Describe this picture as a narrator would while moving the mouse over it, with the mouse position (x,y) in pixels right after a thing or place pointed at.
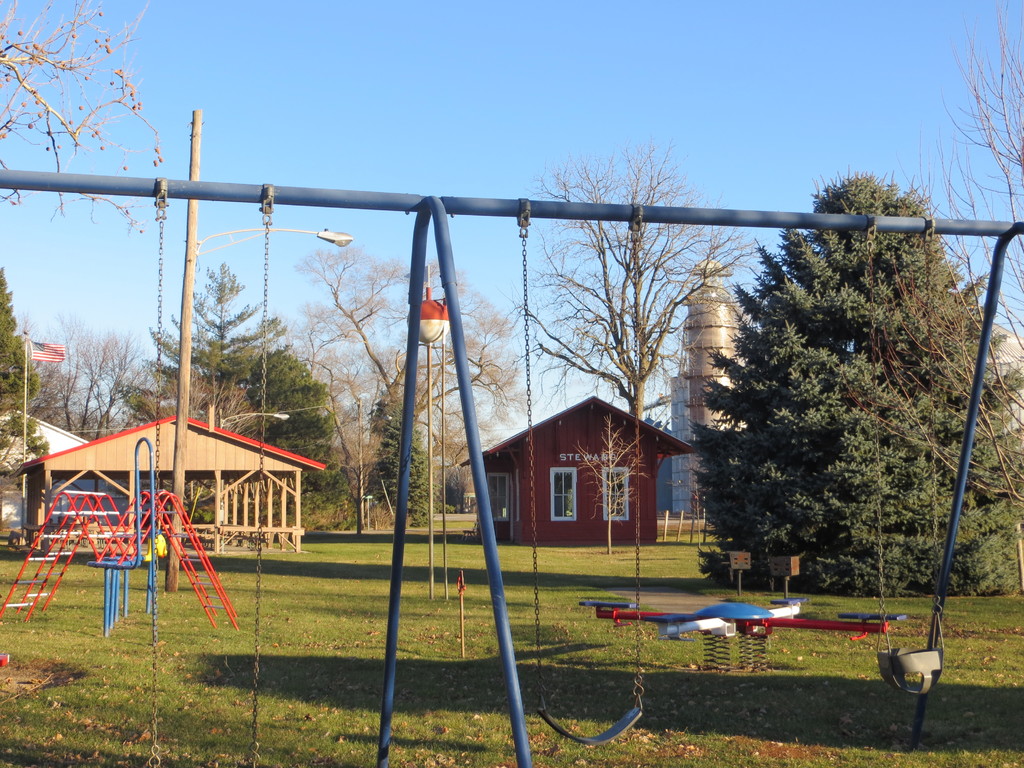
In this picture we can see swings (508,620), poles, chains (263,504), sheds (132,494), windows (568,490), trees (738,409), flag (36,346), building (690,418), grass (442,613) and some objects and in the background (754,51) we can see the sky (574,145).
